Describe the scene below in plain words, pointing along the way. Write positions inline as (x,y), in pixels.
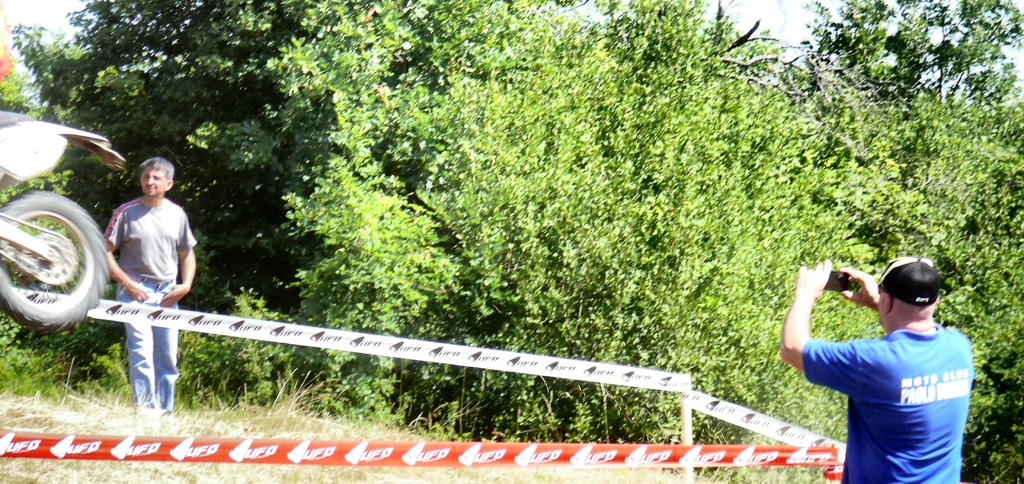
In this image I can see a person (133,289) standing on grass (129,391) and I can see another person (930,313) taking the picture and in the middle (679,168) I can see trees (827,308) on the left side (48,320) I can see a motorcycle wheel (58,331).
